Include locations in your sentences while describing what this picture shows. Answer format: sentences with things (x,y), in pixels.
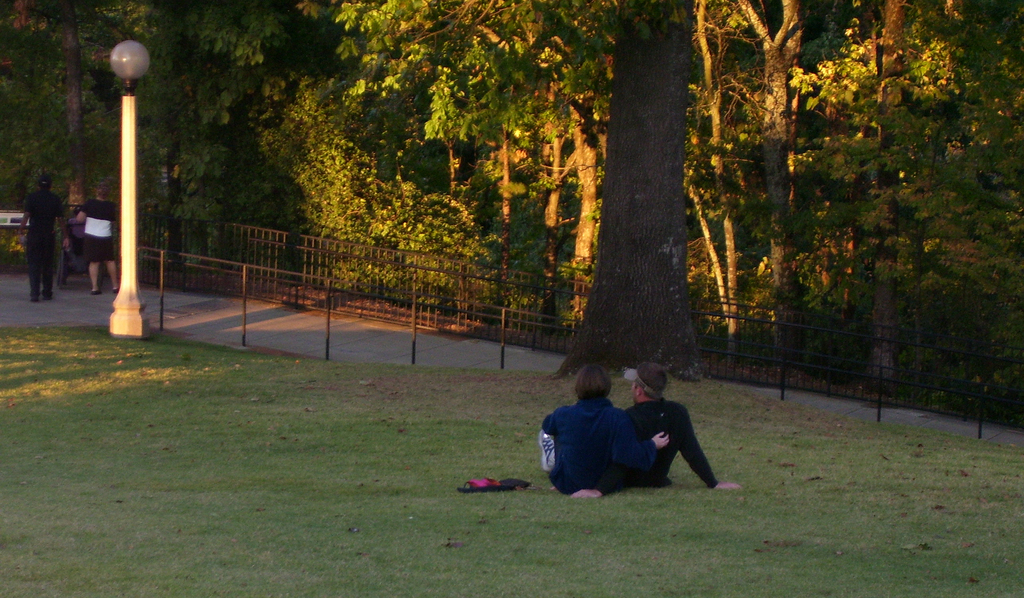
In this picture we can see a group of people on the ground (681,519), some people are standing, some people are sitting, here we can see flip flops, pole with a light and fence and in the background (777,70) we can see trees (537,176).
